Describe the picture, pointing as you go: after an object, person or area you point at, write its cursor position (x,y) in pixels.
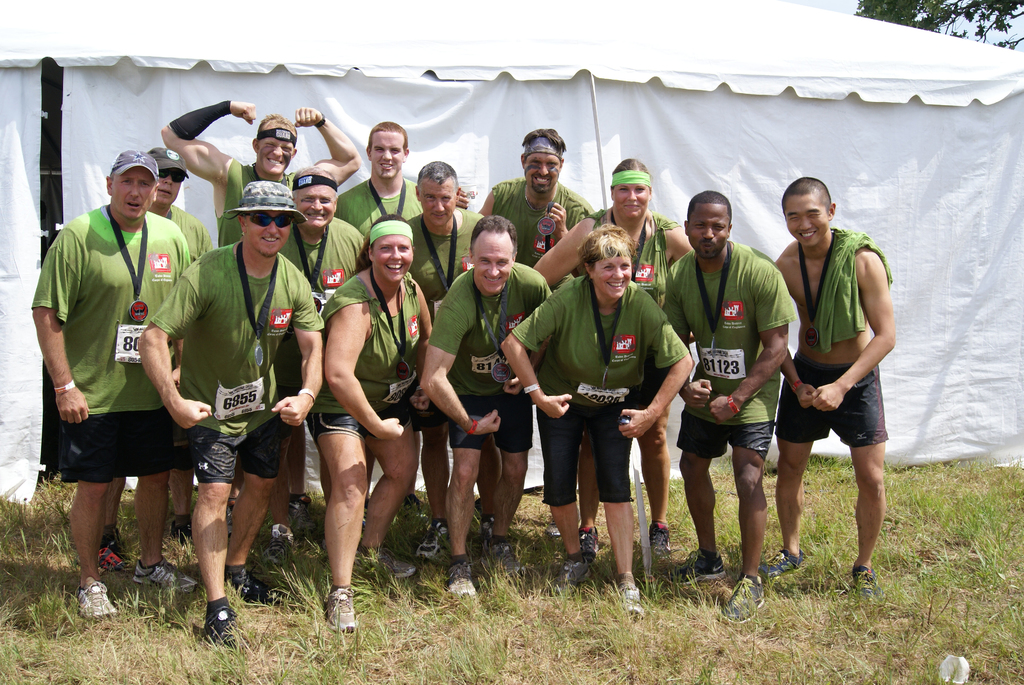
In the picture I can see a group of people (381,351) are standing on the ground (429,641). These people (440,458) are wearing green color t-shirts (242,362) and black color shorts (255,472). In the background (871,132) I can see a white color tent (766,195) and the grass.
